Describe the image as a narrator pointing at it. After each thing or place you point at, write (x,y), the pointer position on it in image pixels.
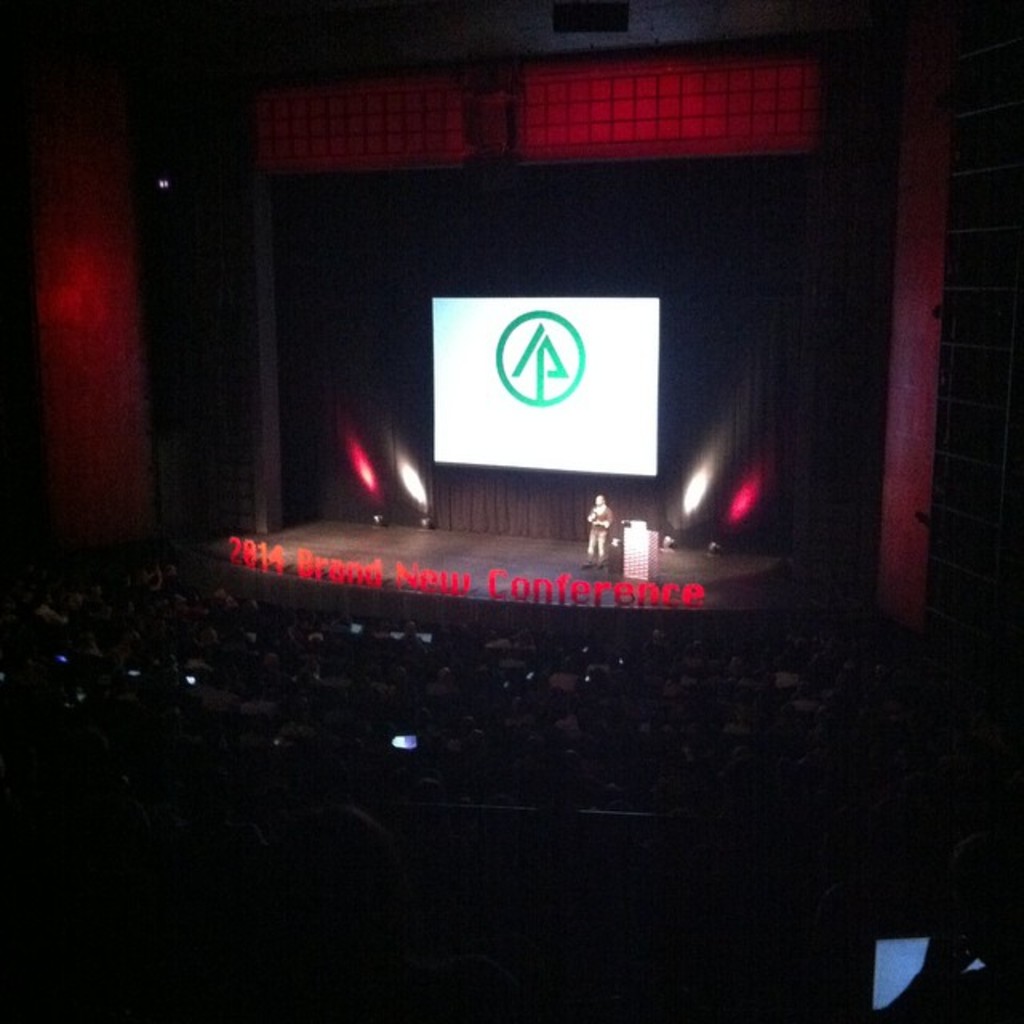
In the foreground of this picture (191,712) we can see the group of persons (520,775) seems to be sitting on the chairs (700,692). In the center (592,544) we can see a person (603,514) standing and we can see the text (308,556), numbers (281,547) and some other objects (628,541). In the background (641,244) we can see the focusing lights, curtain (756,370) and a white color screen (601,365) and we can see the wall (135,278) and some other objects (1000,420).
